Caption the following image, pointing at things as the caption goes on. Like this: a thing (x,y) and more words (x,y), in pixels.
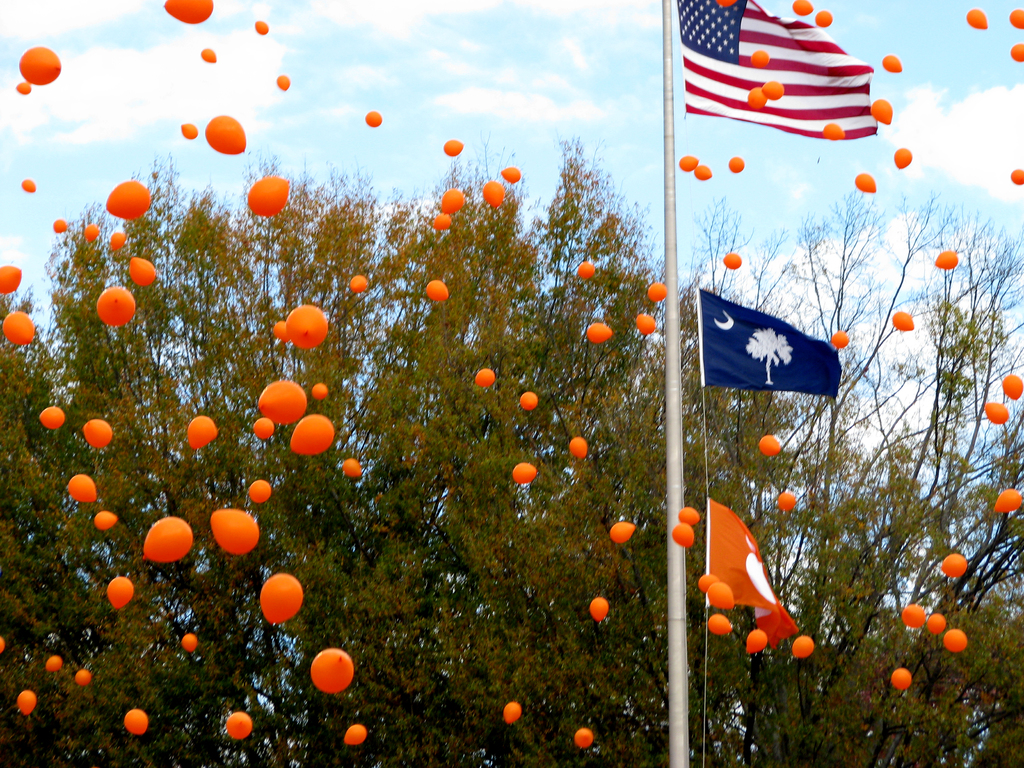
In this image there is a pole (670,0), flags (776,39), balloons (171,558), tree (469,586) and cloudy sky (567,68).
